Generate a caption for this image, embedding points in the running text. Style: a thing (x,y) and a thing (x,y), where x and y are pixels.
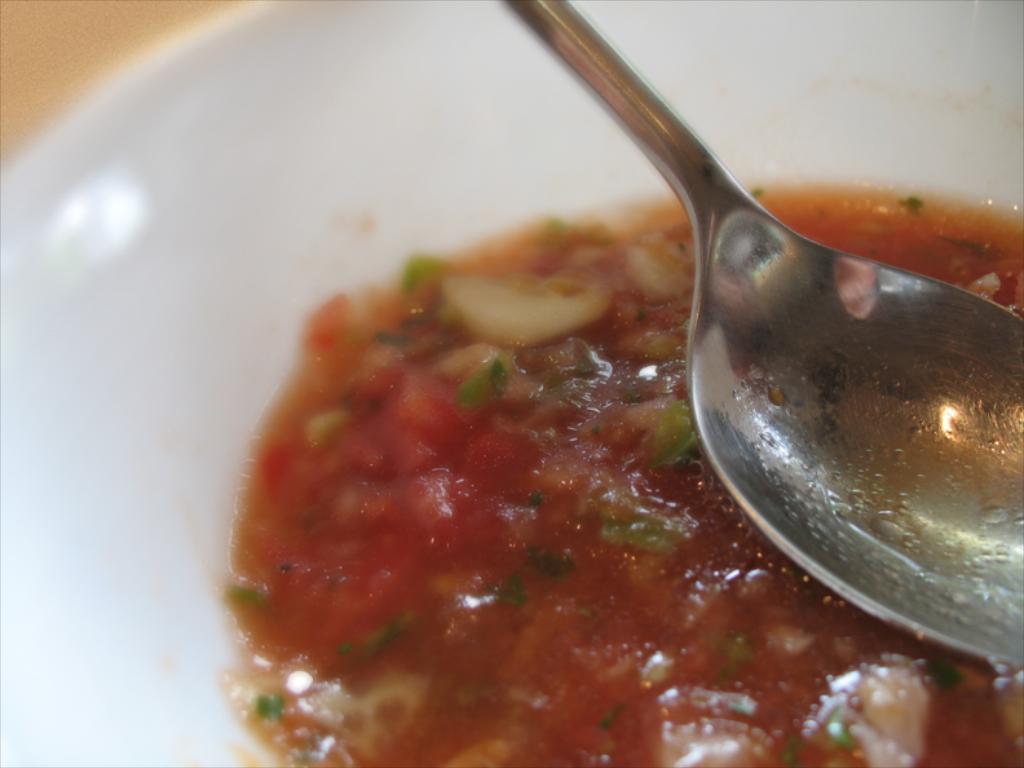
In this image there is a plate (236,236). There is food (418,468) in the plate (251,190). There is also a spoon (769,349) in the plate (534,113).
